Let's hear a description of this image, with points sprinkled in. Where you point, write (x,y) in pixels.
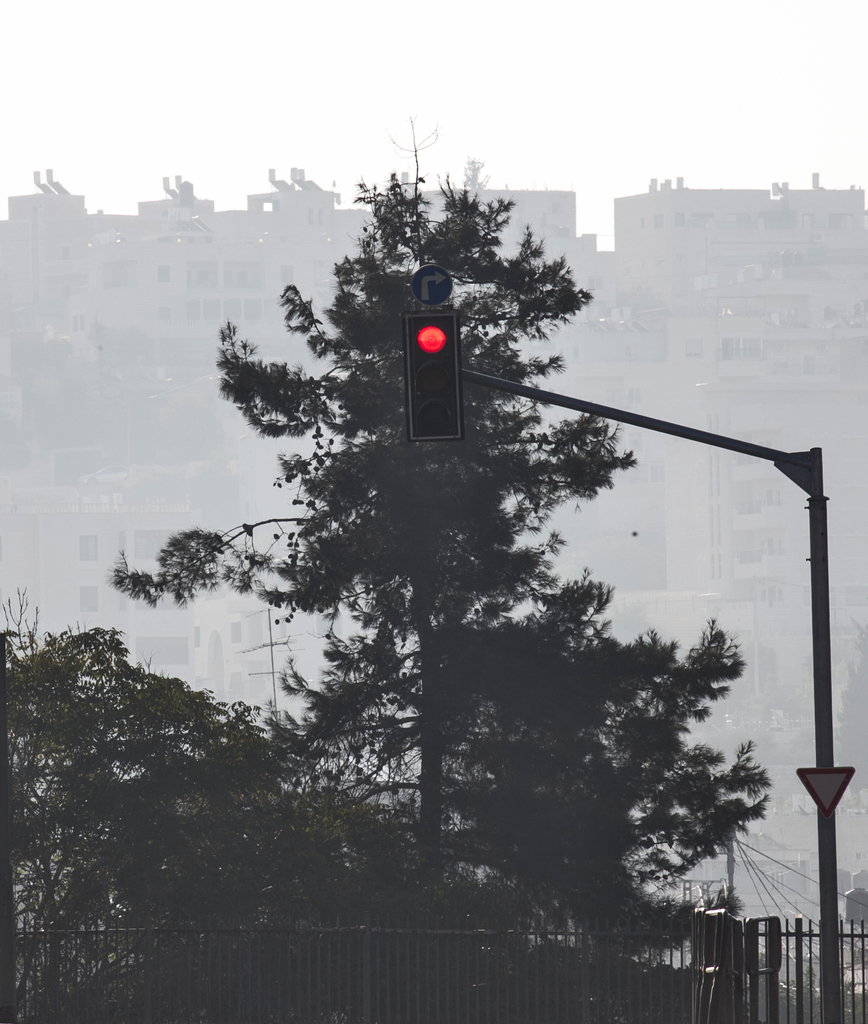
In this picture we can see few trees (509,570), buildings (570,389), traffic lights (421,382), sign boards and a pole (821,617), at the bottom of the image (500,1021) we can see fence (400,952).
